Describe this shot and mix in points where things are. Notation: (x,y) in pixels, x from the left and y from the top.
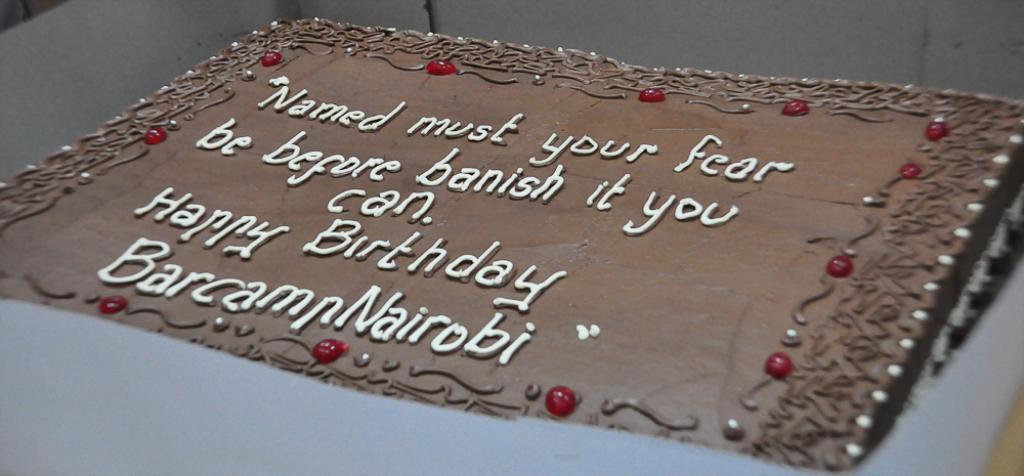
In this image we can see a cake (866,344) placed in a box (82,97) and some cherries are placed on it.
